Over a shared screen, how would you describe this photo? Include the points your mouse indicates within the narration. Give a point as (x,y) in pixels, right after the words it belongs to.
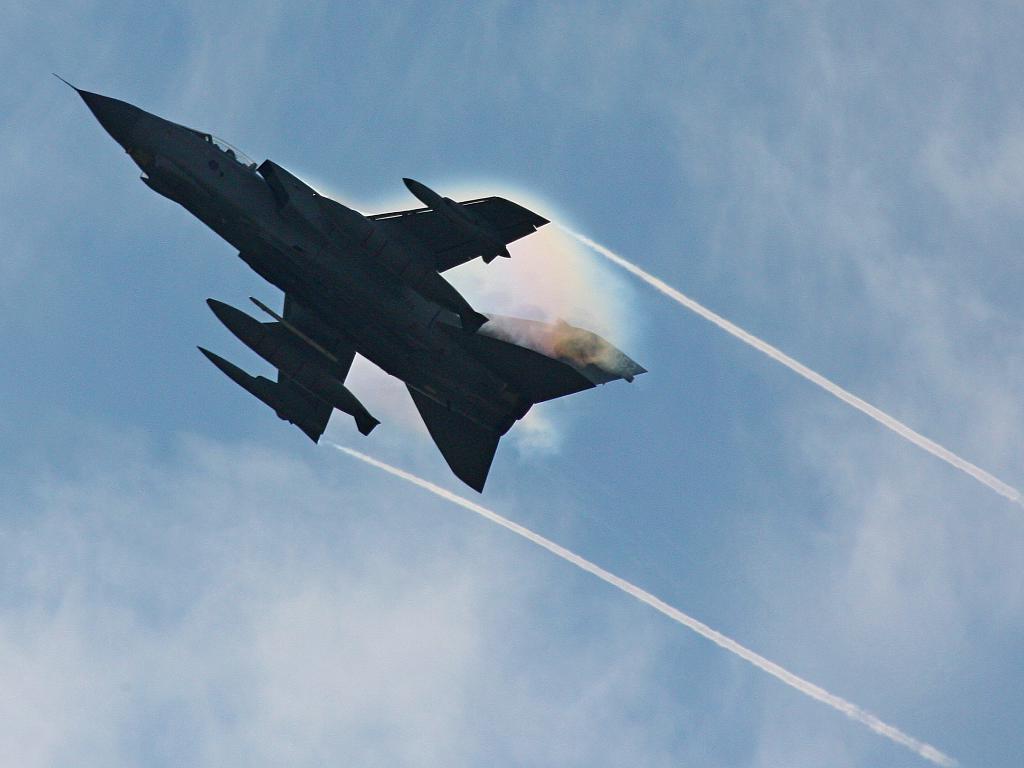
This picture is clicked outside. In the center (489,392) we can see a Jet aircraft (70,86) flying in the sky (342,439) and we can see the smoke (605,574) in the sky (503,459).
